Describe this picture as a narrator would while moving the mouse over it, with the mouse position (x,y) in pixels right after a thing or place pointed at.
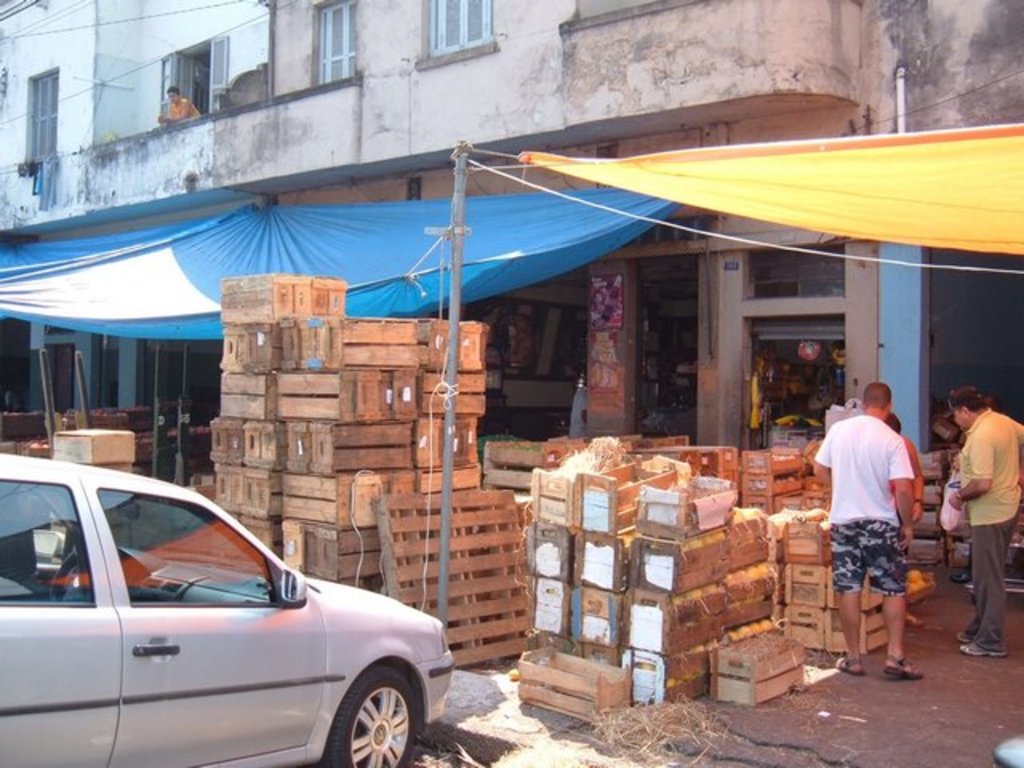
In this picture I can see a car (195,640) in front (5,507) and in front of the car (188,502), I can see number of boxes (367,472) and I can see 2 tents (963,159). On the right side of this picture (1013,423), I can see 3 persons (914,486) standing. On the top of this picture (695,102), I can see a building (976,27) and I can see another person (179,101) standing.
